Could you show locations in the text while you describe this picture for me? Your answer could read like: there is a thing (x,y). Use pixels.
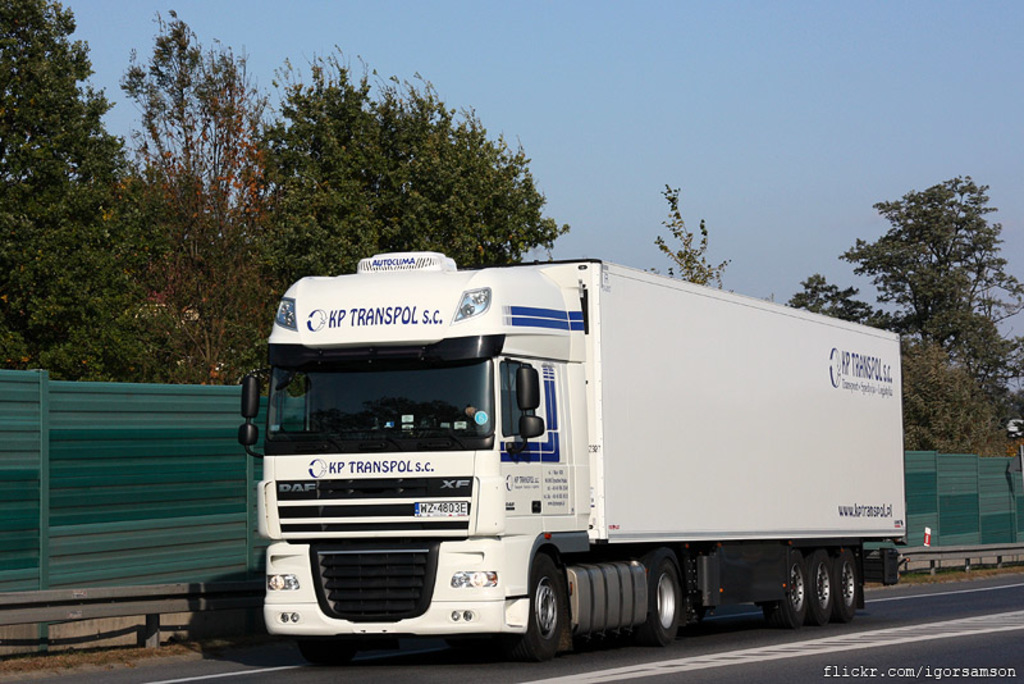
In this image, we can see some trees (903,244). There is a truck (623,421) on the road (602,653). There is a safety barrier (225,601) and metal wall (159,511) beside the road (832,637). There is a sky (480,35) at the top of the image (480,35).
